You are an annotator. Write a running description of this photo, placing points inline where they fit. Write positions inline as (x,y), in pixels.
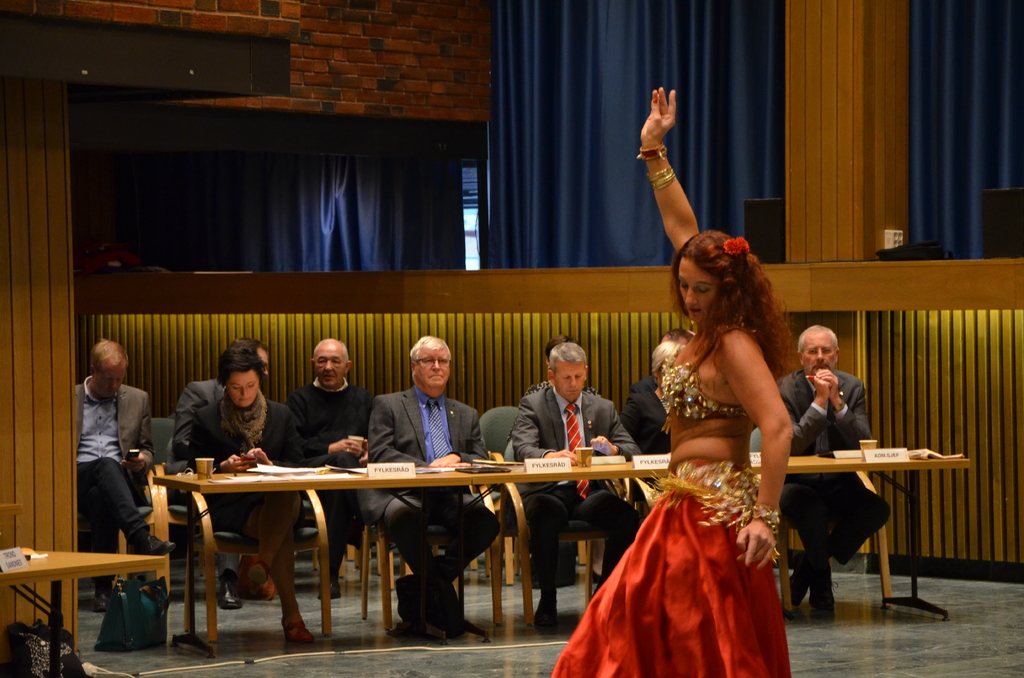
On the background (416,81) we can see a wall (429,57) with bricks (445,30) and blue colour curtains (963,131). Here we can see all the persons (798,385) sitting on chairs (753,446) in front of a table (588,467) and on the table (626,468) we can see cups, name boards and papers (262,471). In Front of a picture we can see a girl (708,609), wearing a beautiful dress (733,604) in red colour and dancing. These are bags (133,638) on the floor (170,635).
